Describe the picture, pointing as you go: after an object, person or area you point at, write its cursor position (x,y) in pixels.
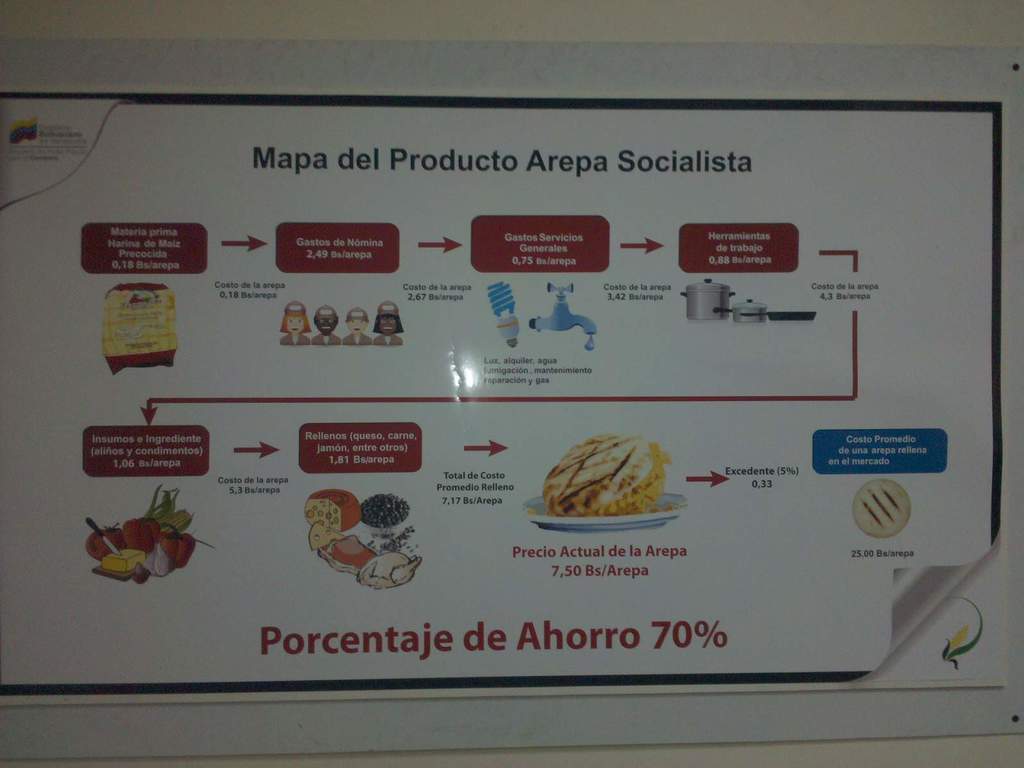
In the picture we can see some chart (757,651) on it we can see some name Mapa del arepa socialista, and it is pasted on the wall (776,753).
